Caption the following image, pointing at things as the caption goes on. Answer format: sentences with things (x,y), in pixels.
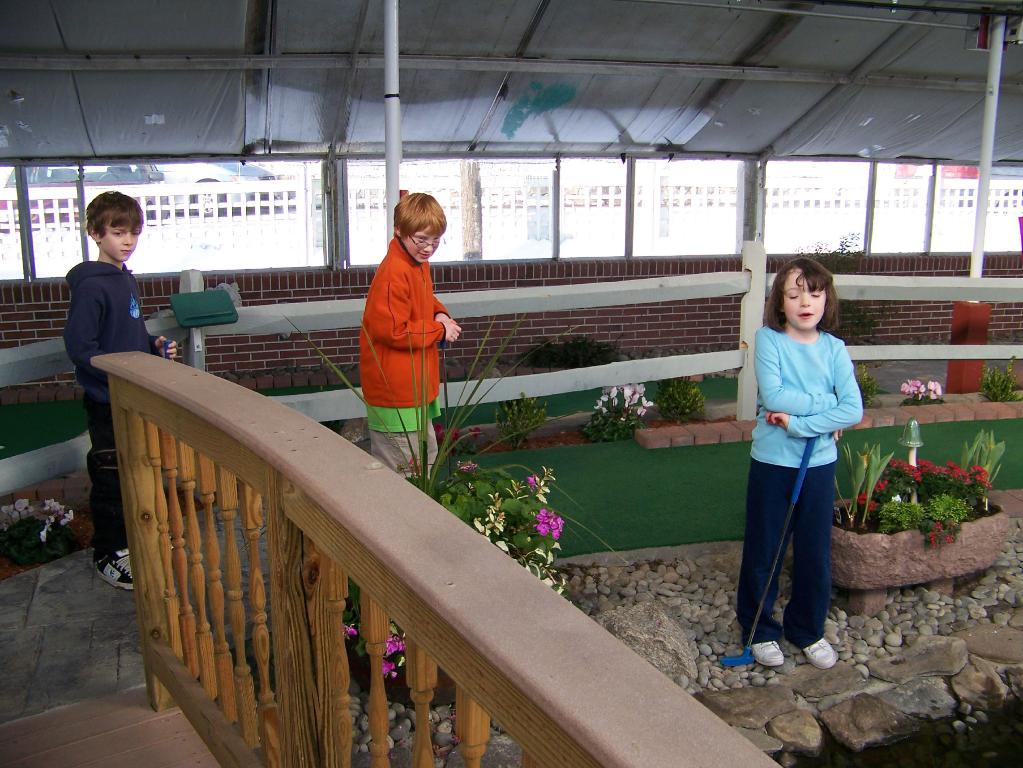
In the image there are two boys (430,378) and a girl (809,369) standing beside a wooden fence (496,574) with plants (926,495) and grass (925,448) in the back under a shed (679,72).
